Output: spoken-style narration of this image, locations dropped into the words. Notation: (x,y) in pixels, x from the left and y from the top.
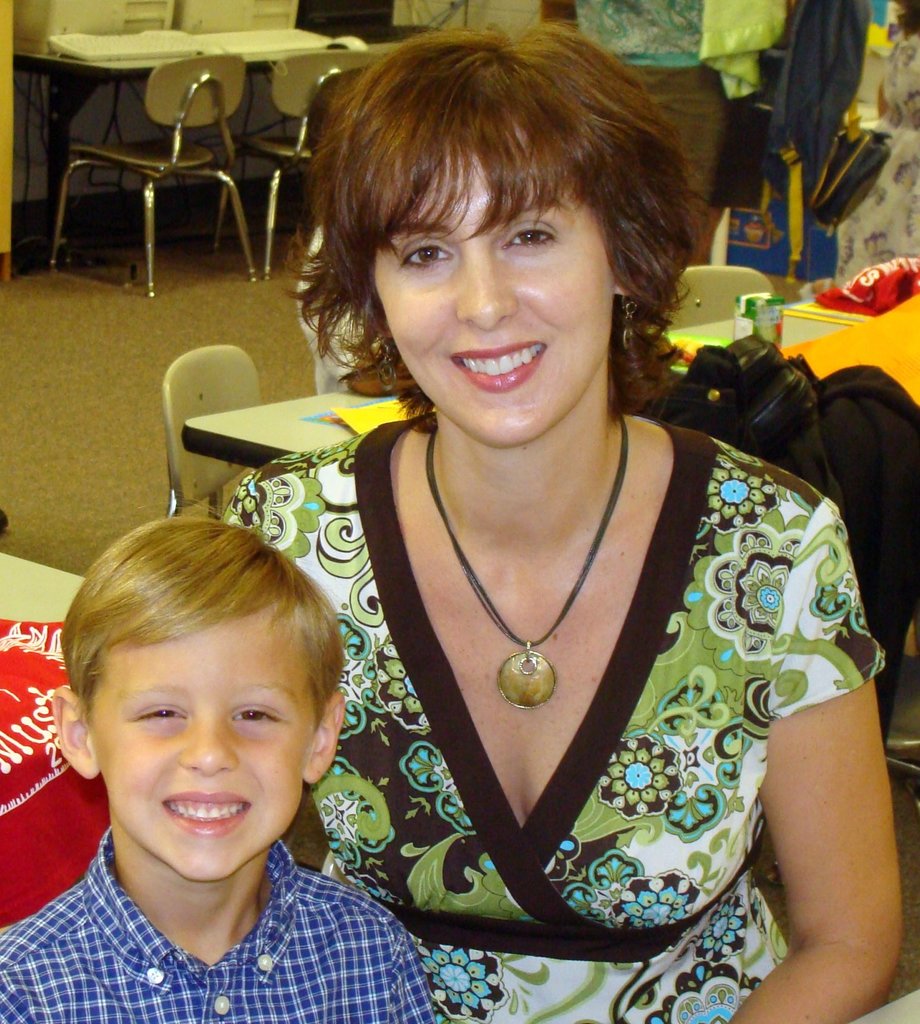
There is a woman (520,426) and a boy (181,983). They are smiling. This is table (19,593) and there are chairs (154,152). This is floor (63,353).
